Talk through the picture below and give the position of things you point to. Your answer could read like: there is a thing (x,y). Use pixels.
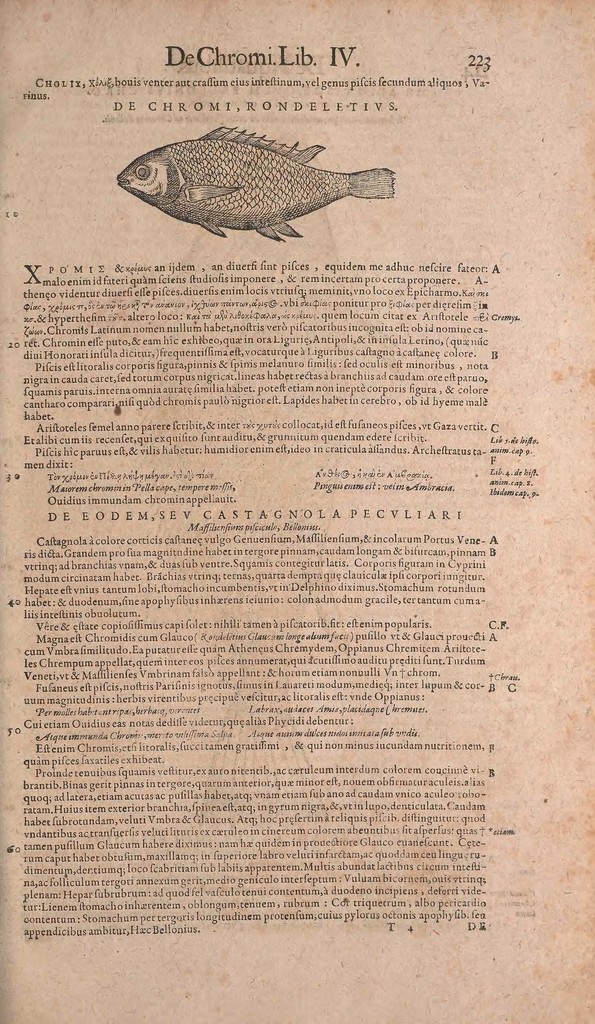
In this image, we can see an article (252,503). At the top of the image (267,204), we can see a fish sketch (265,197).
